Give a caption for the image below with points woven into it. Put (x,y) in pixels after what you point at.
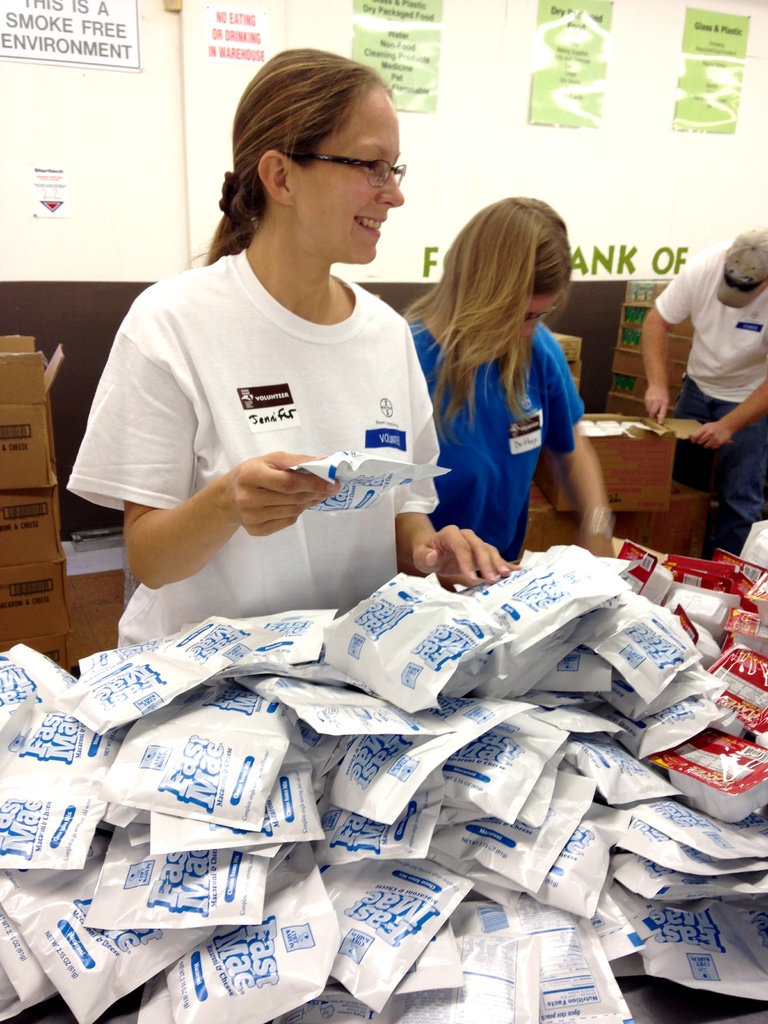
In the foreground of this image (403,462), there is a woman (284,450) standing, holding a packet (359,477) in her hand (324,487). In front of her, there are many packets (587,889). In the background (568,404), there is a woman (537,337) and a man (763,326) standing, few cardboard boxes (45,475) near the wall (71,269) and we can also see few poster (94,20) on the wall (629,66).
